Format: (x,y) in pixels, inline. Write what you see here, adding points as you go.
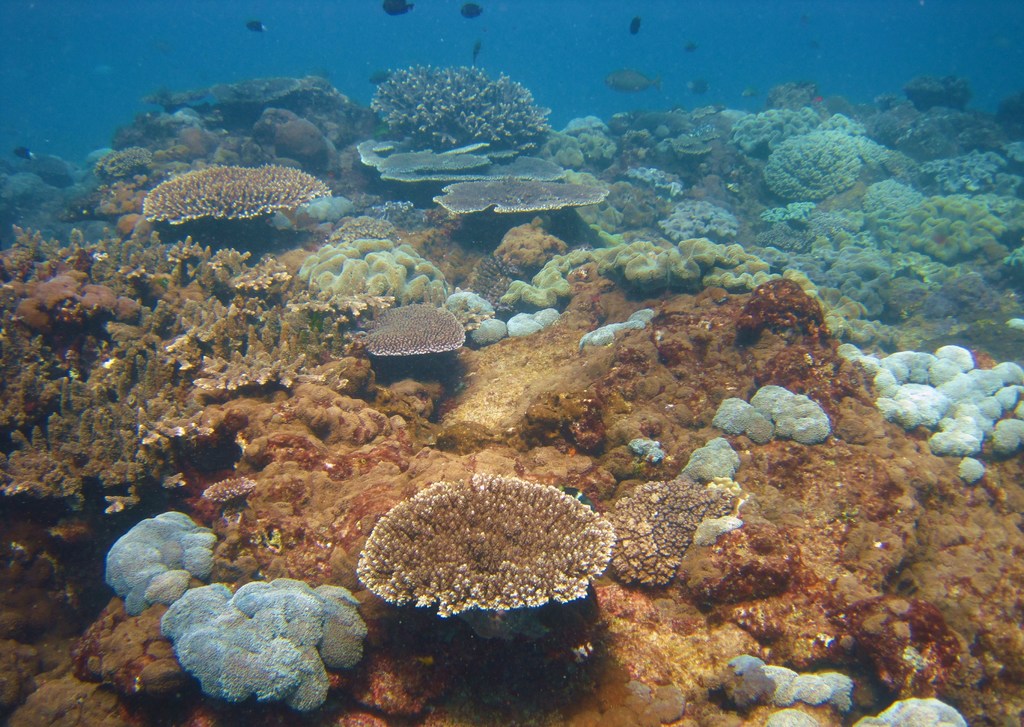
In this picture we can see there are fishes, reef (377,115) and coral (377,115) in the water (597,51).
